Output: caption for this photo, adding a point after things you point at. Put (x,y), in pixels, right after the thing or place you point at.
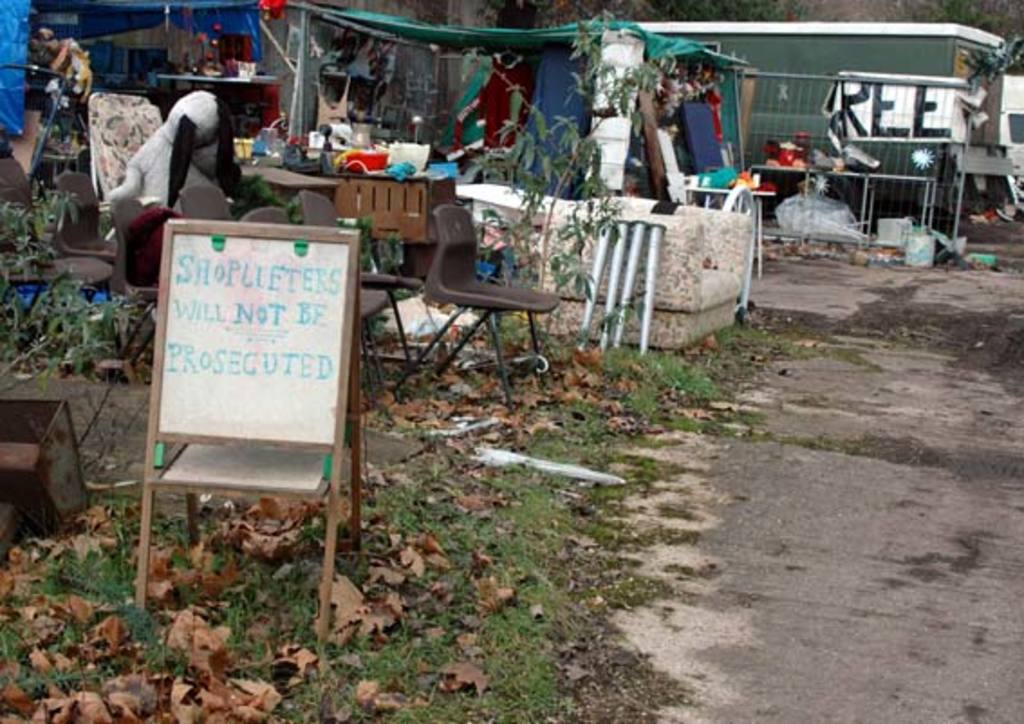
In this image in the center (348,381) there is a banner (247,359) with some text (276,312) written on it and on the ground (415,529) there are dry leaves (225,652) and there is grass (531,566). On the left side (136,16) there are tents (398,27) which are green and blue in colour and there are chairs (465,254). In the right side (820,59) there is a trailer (815,71) which is green in colour.
